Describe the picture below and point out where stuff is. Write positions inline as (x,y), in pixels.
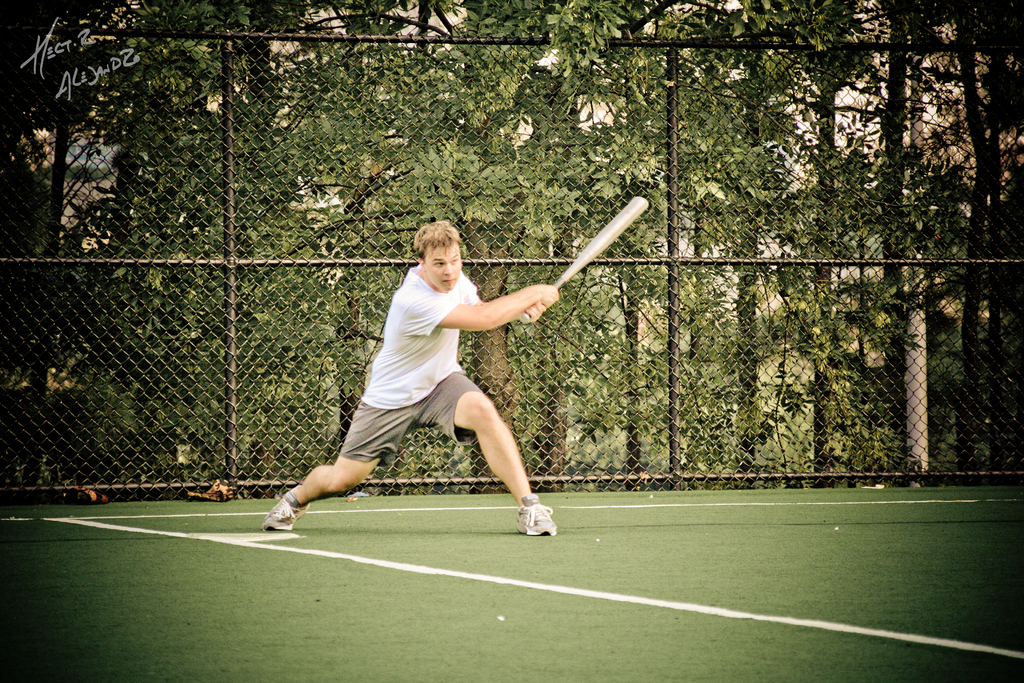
In this image we can see a man (408,384) holding the bat (605,236) and standing on the playground (398,562). We can also see the black color fence (607,220) and behind the fence (715,213) we can see the trees (729,100) and also a pole (915,394). In the top left corner (109,66) we can see the text (132,58).
